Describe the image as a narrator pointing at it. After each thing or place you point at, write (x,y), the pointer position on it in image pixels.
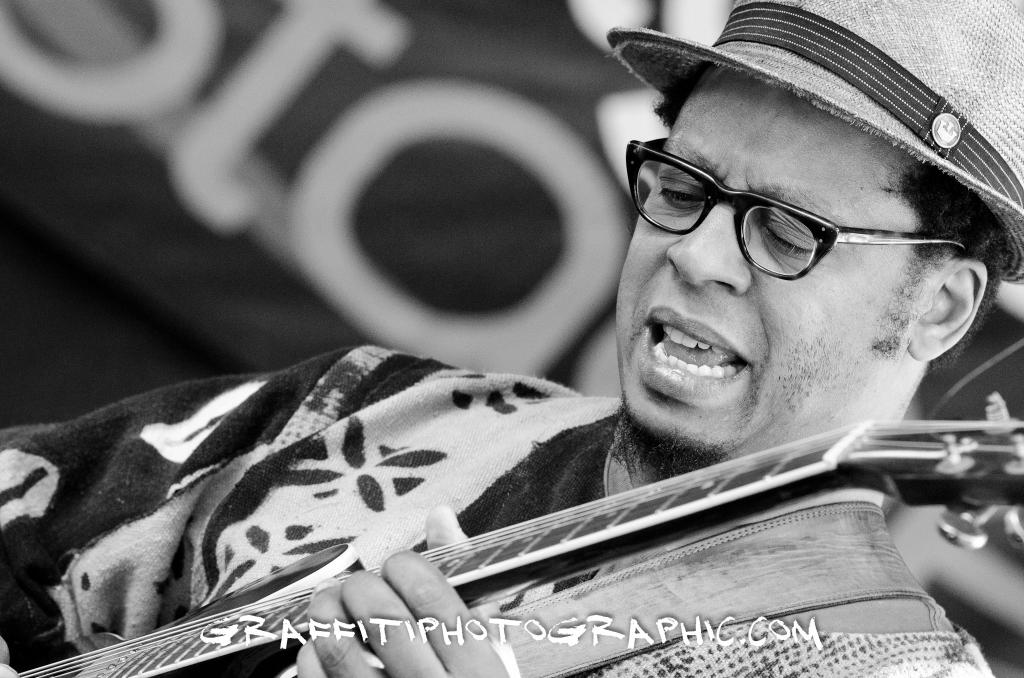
In this image I can see the person (383,433) wearing the dress (394,444), specs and hat (922,39). I can see the person (510,497) holding the musical instrument (592,557). In the background (286,230) can see the banner (397,155). And this is a black and white image.
